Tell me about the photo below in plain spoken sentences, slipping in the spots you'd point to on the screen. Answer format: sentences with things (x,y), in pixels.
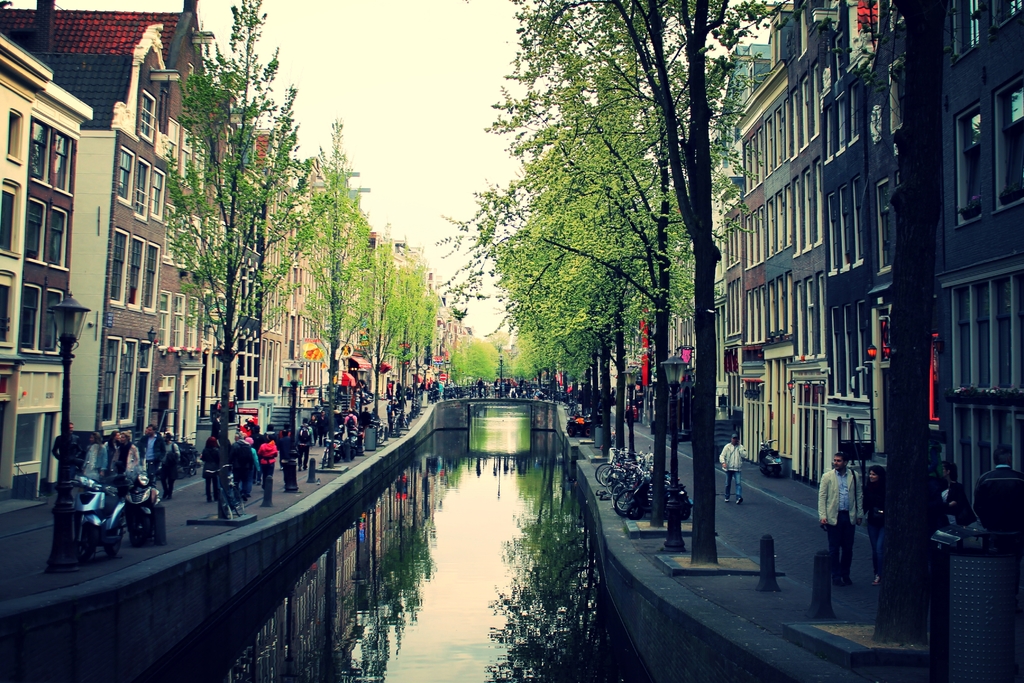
In this image at the bottom (463,616) there is a river (548,552) and on the right side (839,559) and left side (316,302) there are some people (230,460) who are walking on the road (754,522), and also there are some bikes (189,443) and there are some buildings (763,310), trees (356,317). On the top of the image (359,88) there is sky (423,103).
